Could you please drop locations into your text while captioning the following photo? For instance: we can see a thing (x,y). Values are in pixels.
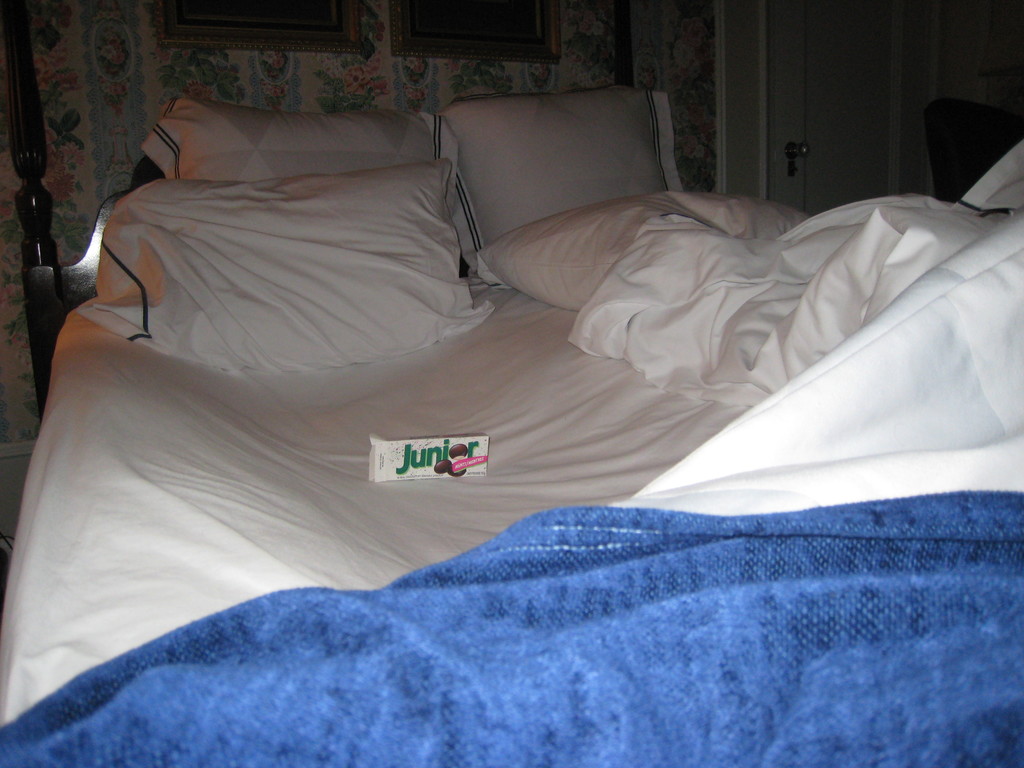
In the image there is a bed (500,424) on the bed (421,317) there is four pillows (574,244), one bed sheet (459,486) and some box (409,464) its named as junior. And back of bed (176,110) there is a wall (315,69) on wall (295,67) there were photo frames (306,30).
